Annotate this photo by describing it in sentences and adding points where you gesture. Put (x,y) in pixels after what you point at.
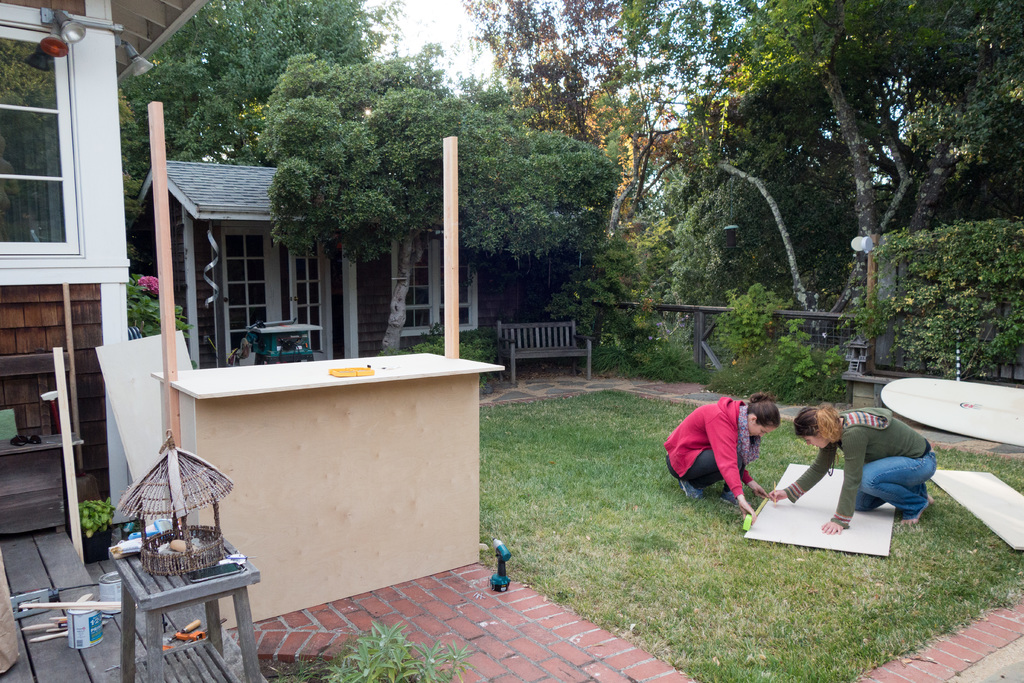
In this image we can see these two persons (697,431) are in the squat position, here we can see the board (786,526), the grass (788,569), a table (417,475), stool (195,603), some objects (57,619), plants (367,659), glass windows (53,141), light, houses (81,159), wooden bench (583,351), fence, trees (948,212) and the sky (381,4) in the background (428,51).
